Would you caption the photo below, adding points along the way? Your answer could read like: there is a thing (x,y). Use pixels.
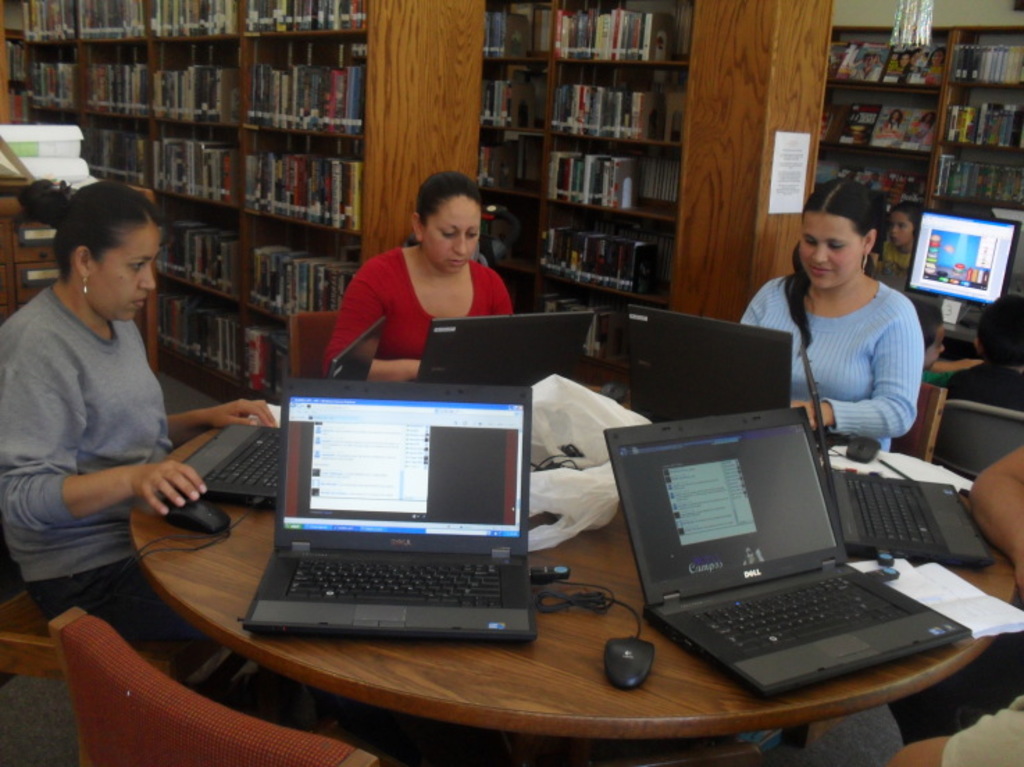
In this picture there are people (143,471) sitting on chairs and we can see laptops (525,516), cover (545,542), cables (603,590), mouses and objects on tables (278,637). In the background of the image (253,117) we can see books (285,25) in racks (913,166), poster (798,148) and wall (951,4).
